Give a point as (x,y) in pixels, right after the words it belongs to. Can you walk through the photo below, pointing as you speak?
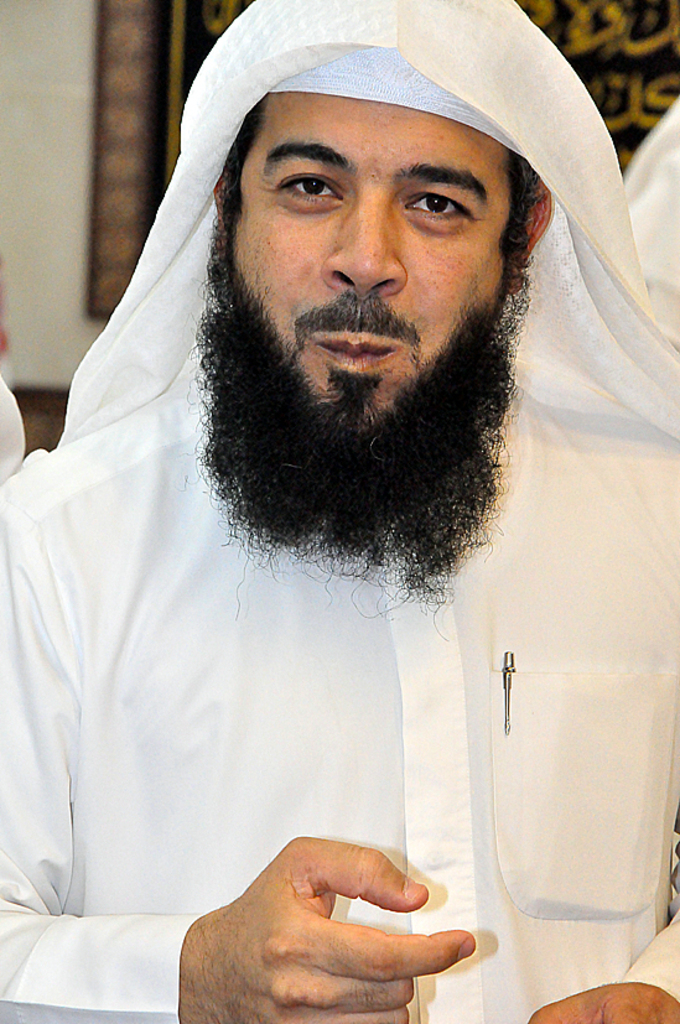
In this picture we can see the man (321,514) standing in the front (346,498), smiling and giving a pose to the camera. Behind there is a black poster (124,99) on the wall (36,270).
